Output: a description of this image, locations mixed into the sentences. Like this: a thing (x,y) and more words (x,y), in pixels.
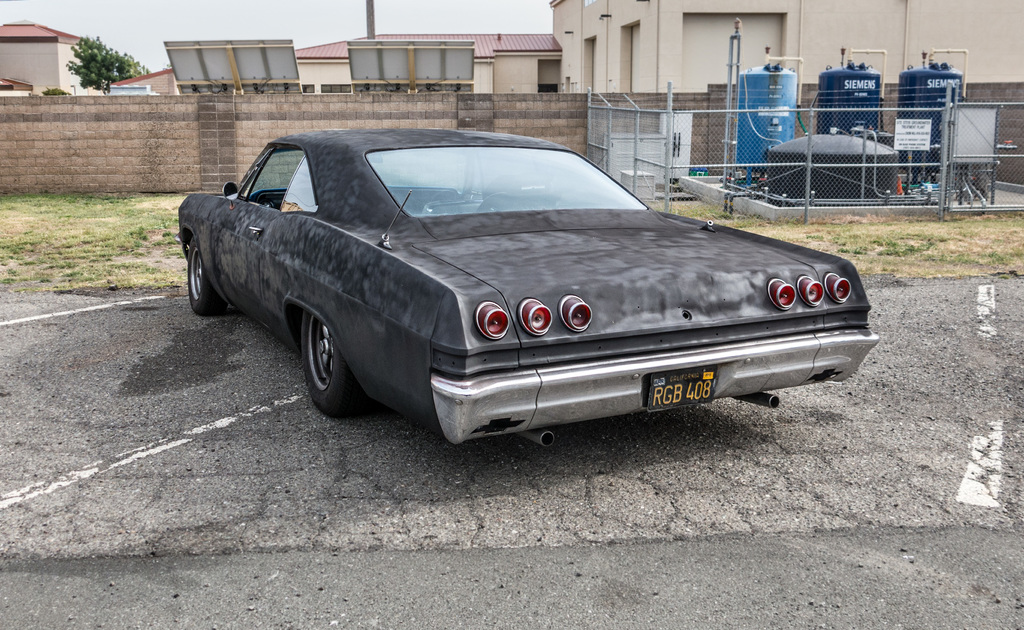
This image is taken outdoors. At the bottom of the image (369,478) there is a road (75,321) and a ground (86,247) with grass (60,228) on it. In the middle of the image (681,319) a car (513,297) is parked on the ground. At the top of the image (148,22) there is a sky (285,25). In the background (476,49) there is a wall (240,133) and a few houses (539,42) with walls (588,42), windows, doors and roofs (489,51) and there is a tree (106,82). On the right side of the image (925,53) there are a few drums (827,145) with pipes (734,157) and there is a fencing (845,186).
